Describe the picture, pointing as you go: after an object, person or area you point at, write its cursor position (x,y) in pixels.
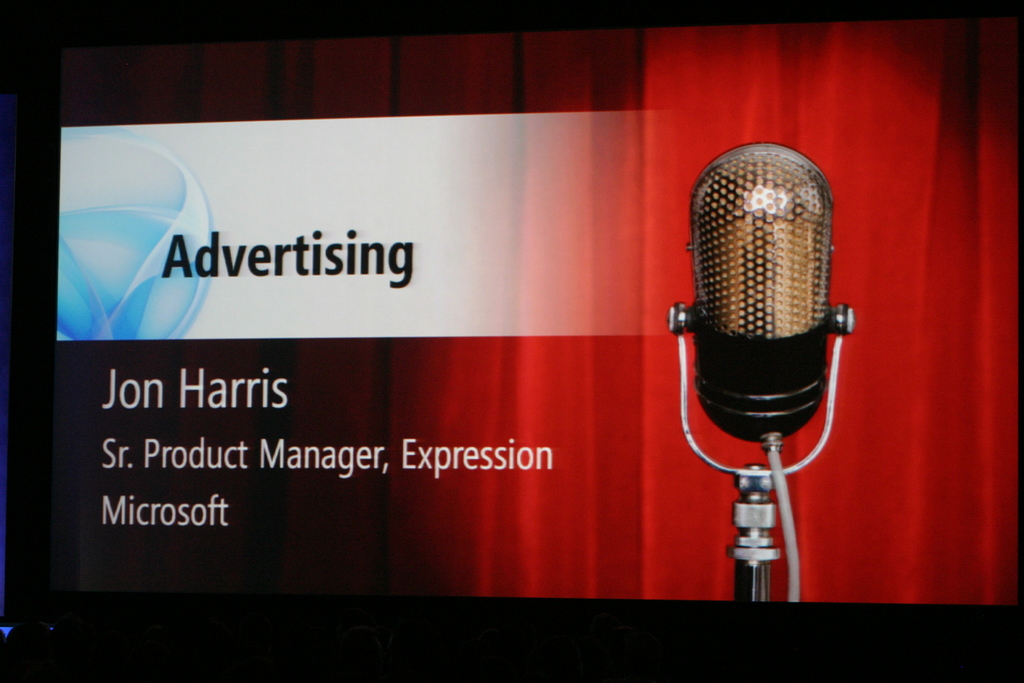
In this picture we can see a screen (482,412). On the screen (640,406) there is an image (633,390) of a microphone (758,220) and there are some words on it.
